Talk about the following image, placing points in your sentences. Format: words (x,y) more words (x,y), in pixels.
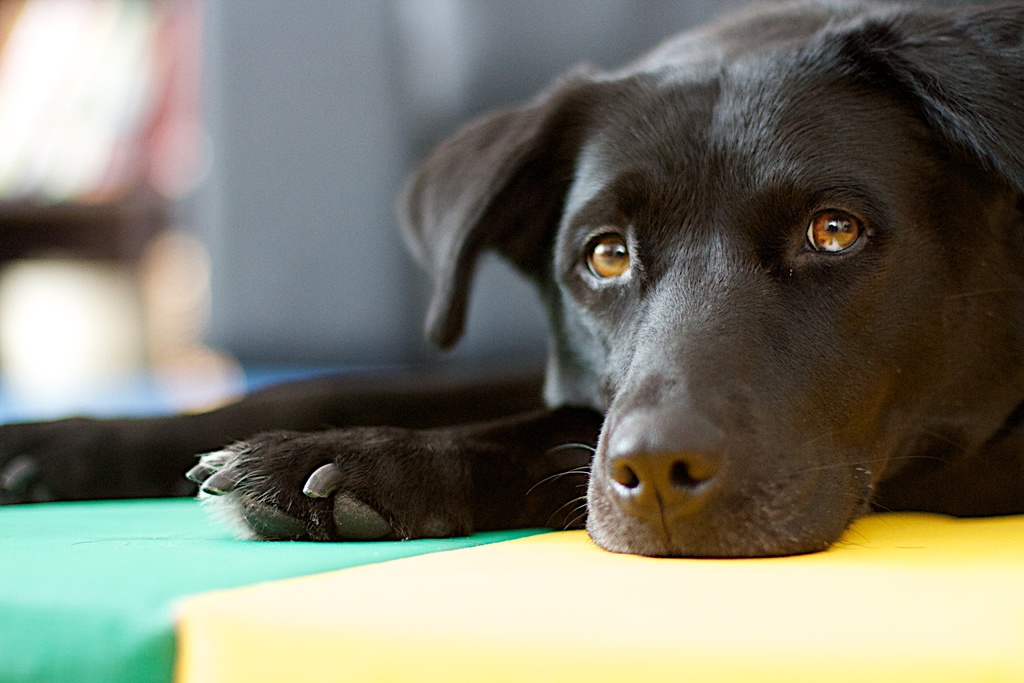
On the right side of the image (748,222) a dog (691,312) is present. In the background (389,293) the image is blur.
